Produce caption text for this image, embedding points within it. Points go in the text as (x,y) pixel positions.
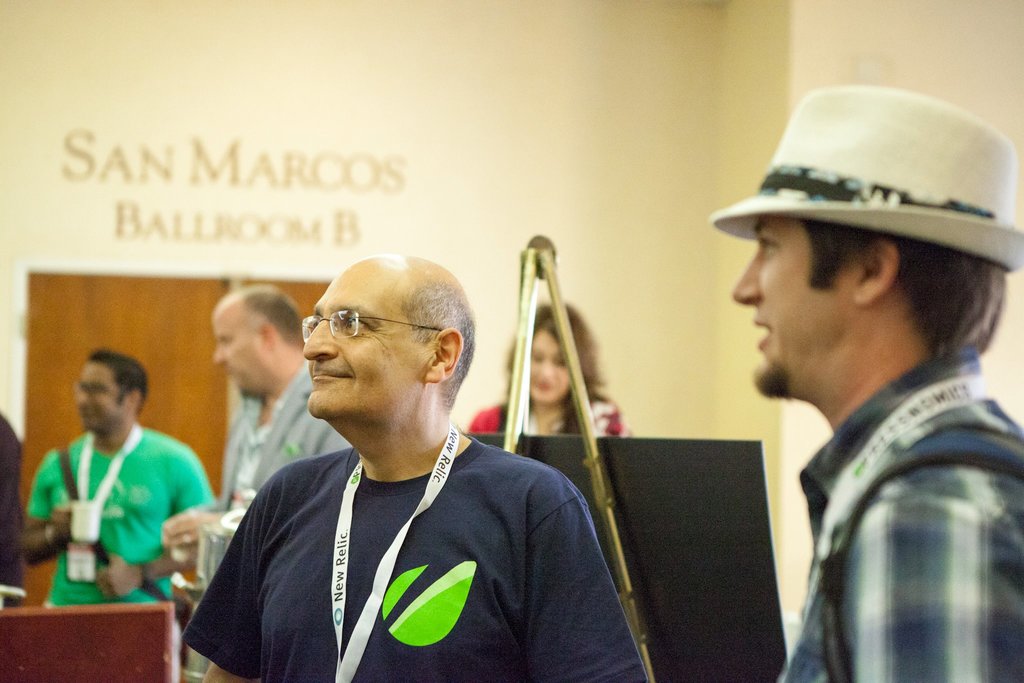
On the right (862,665) we can see a person (870,282) wearing hat (875,226). In the center (367,351) there is a person (322,482) standing. The background (102,402) is blurred. In the background (279,350) there are people (544,354), stand (592,438), board (685,535), door (175,319) and wall (663,84).
